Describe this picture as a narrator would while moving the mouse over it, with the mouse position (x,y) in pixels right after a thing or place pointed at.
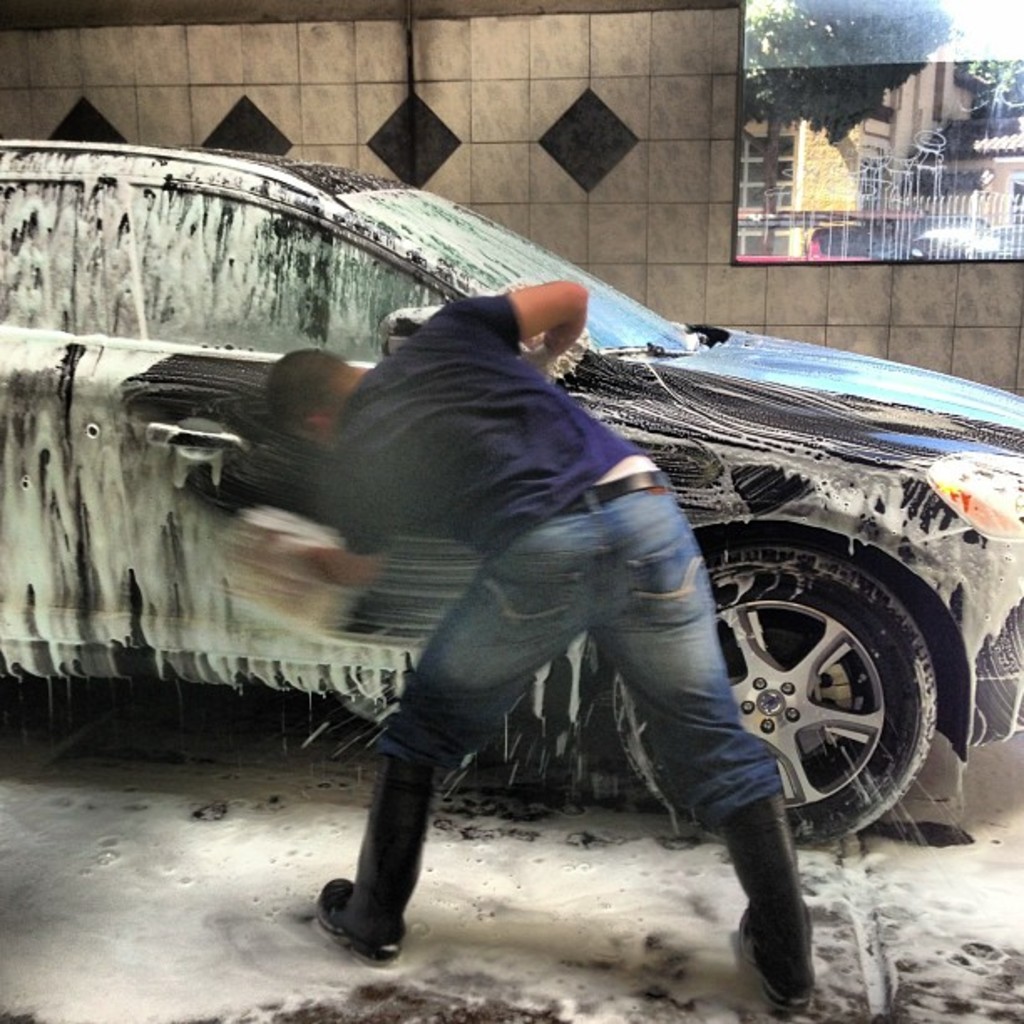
In this image a person (610,631) is cleaning the car (766,355). He is standing on the floor (489,928). Behind the car (46,423) there is a wall (564,256) having a window (851,119). From the window (968,95) few buildings (918,93) and trees (841,76) are visible.
